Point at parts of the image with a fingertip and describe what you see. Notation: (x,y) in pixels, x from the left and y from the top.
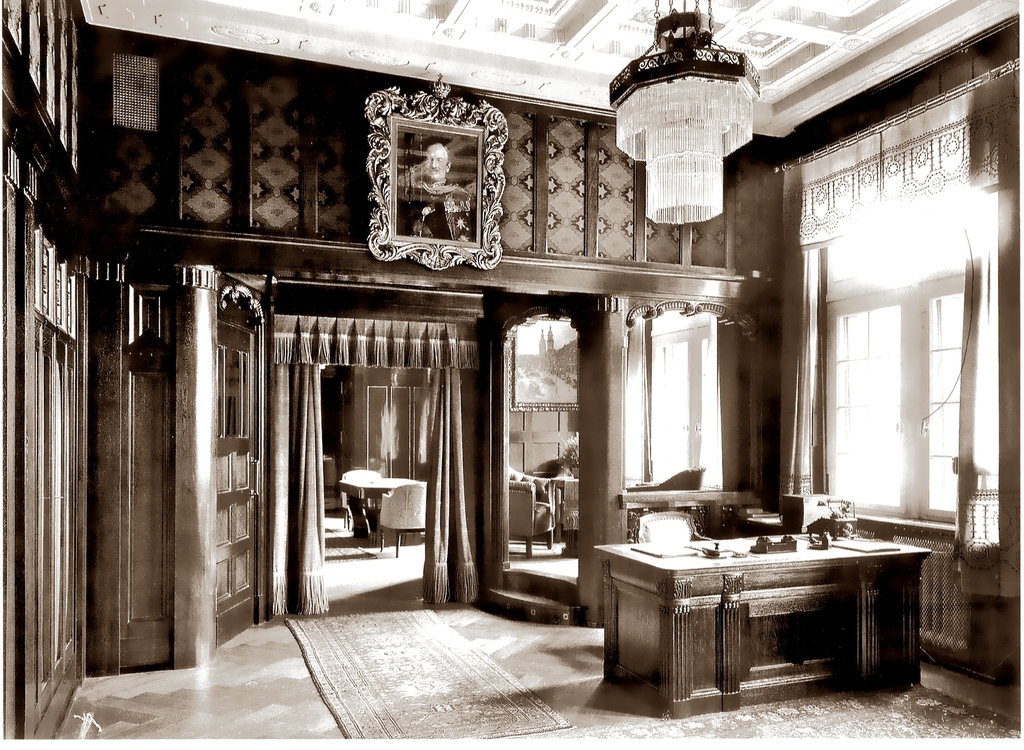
In this picture we can see inside view of a building (504,646), here we can see a table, chairs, windows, curtains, wall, roof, chandelier light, photo frame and some objects (411,644).
